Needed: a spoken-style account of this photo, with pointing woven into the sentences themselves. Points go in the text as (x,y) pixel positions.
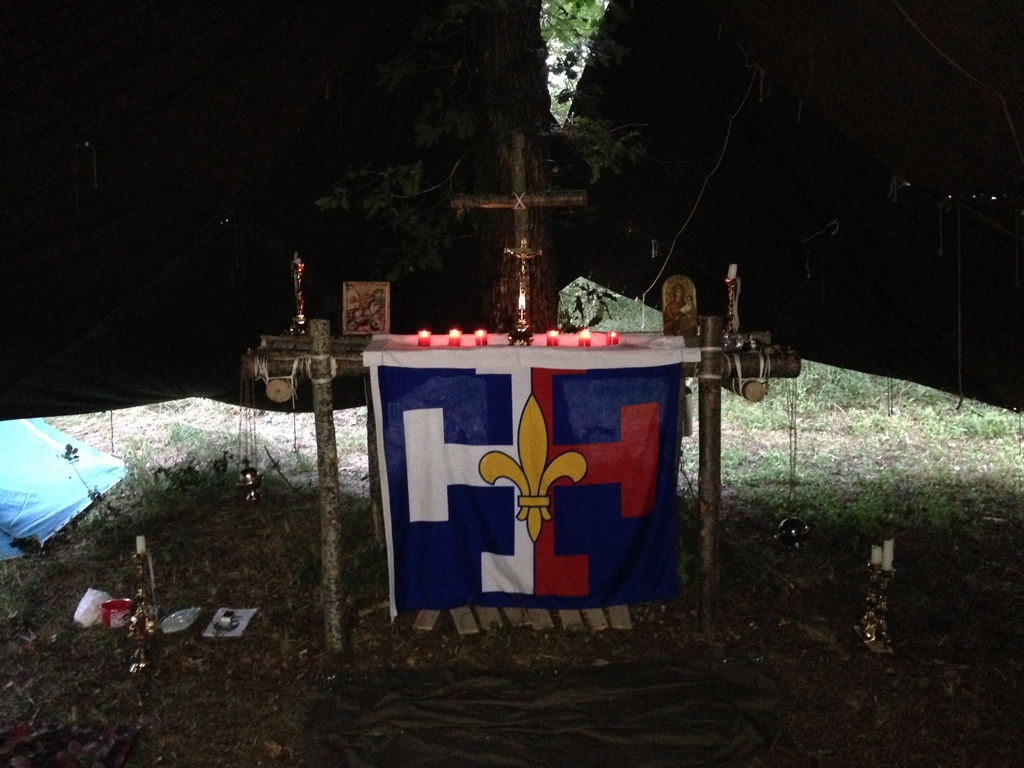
We can see candles (451,333), frames (380,302), cross symbol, stands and banner (424,409) on the table (408,370). We can see candles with stands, wooden sticks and objects (90,599) on the grass (959,606). We can see tent (602,95). We can see cross symbol (581,201) on a tree (543,159). These two objects (793,392) hanging on table (783,363).
